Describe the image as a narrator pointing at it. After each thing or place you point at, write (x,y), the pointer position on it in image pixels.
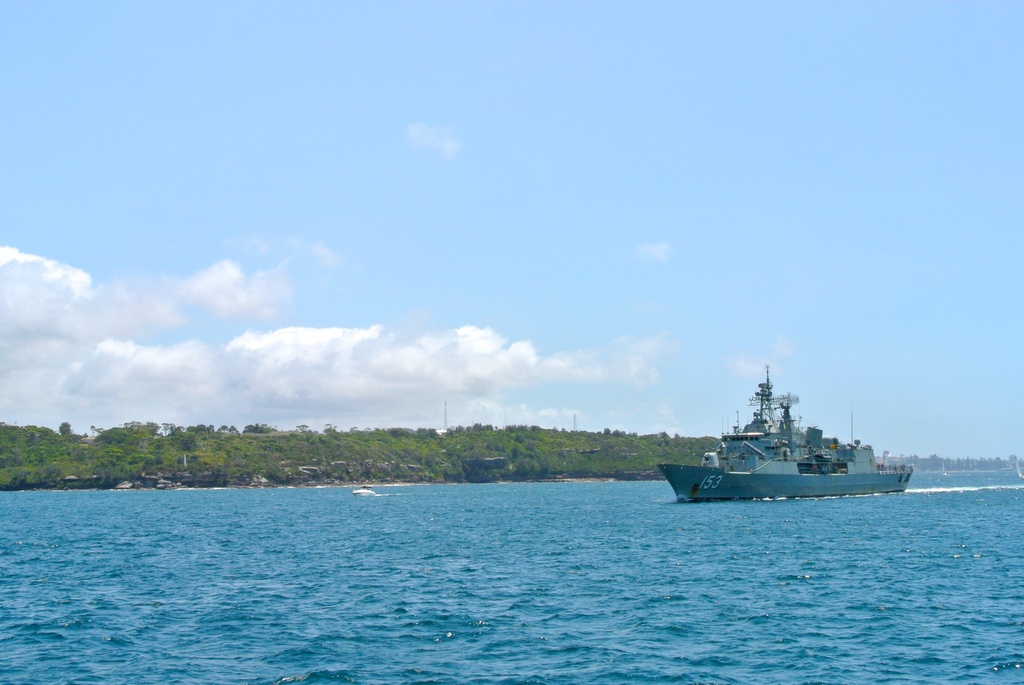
In this picture there is a ship (690,489) on the water (198,597) on the right side of the image (705,485) and there are trees (618,448) in the background area of the image (12,430) and there is sky (477,38) at the top side of the image (439,85).
